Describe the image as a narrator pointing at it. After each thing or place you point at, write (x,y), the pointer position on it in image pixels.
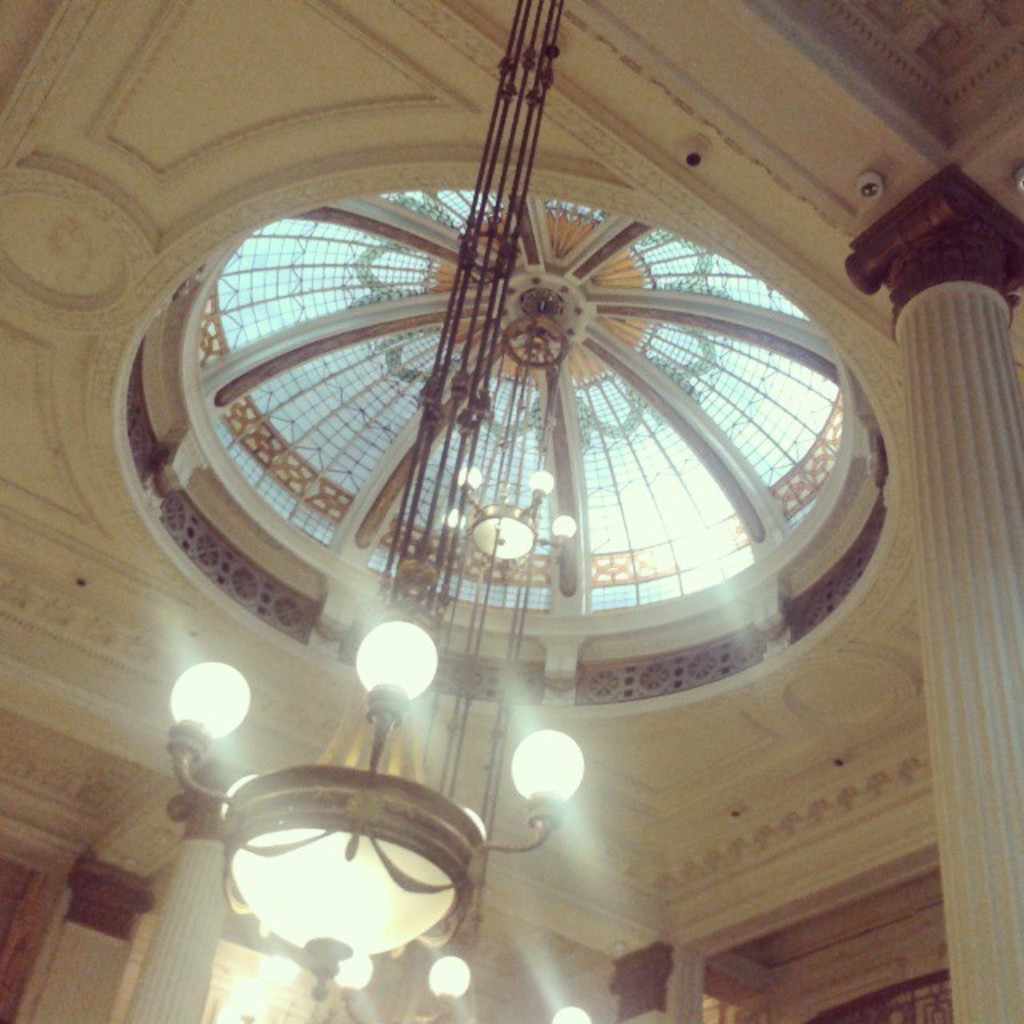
In the picture we can see a ceiling (948,73) with a dome (245,309) and glasses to it and to it we can see chandelier (357,773) and around it we can see pillars (949,435).
